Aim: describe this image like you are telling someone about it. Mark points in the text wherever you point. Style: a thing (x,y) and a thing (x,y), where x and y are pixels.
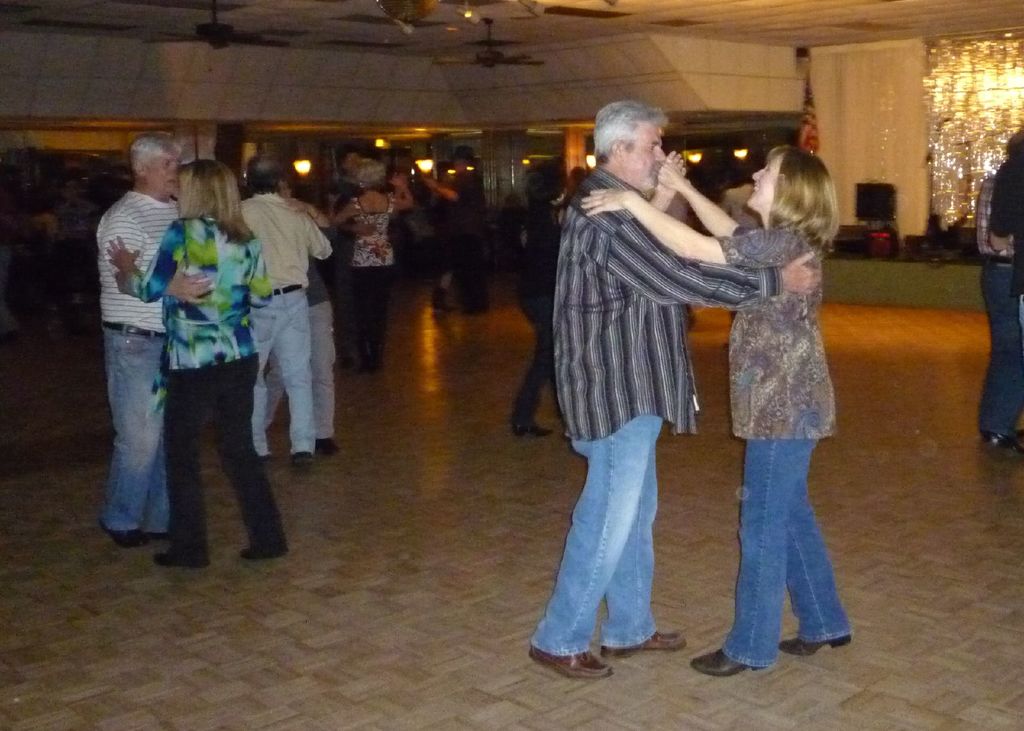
In this picture I can see some people (563,366) are dancing on the floor (557,430), side we can see some speakers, some fans (483,60) to the roof (573,44).
